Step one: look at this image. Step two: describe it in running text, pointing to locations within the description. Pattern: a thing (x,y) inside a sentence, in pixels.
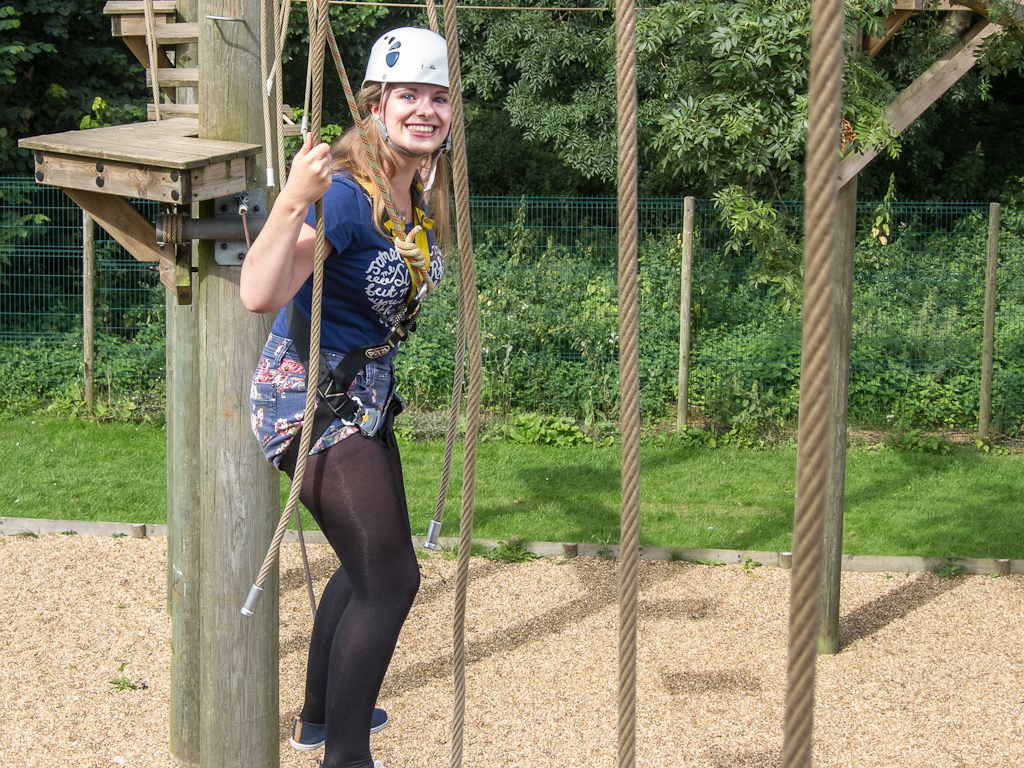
In the foreground of the picture (794,616) there are ropes (814,72), wooden poles (197,257), a woman (344,137) wearing helmet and other objects (306,339). In the middle of the picture (577,349) there are plants (643,355), fencing (649,331), grass (762,475). In the background (713,87) there are trees (729,97).
